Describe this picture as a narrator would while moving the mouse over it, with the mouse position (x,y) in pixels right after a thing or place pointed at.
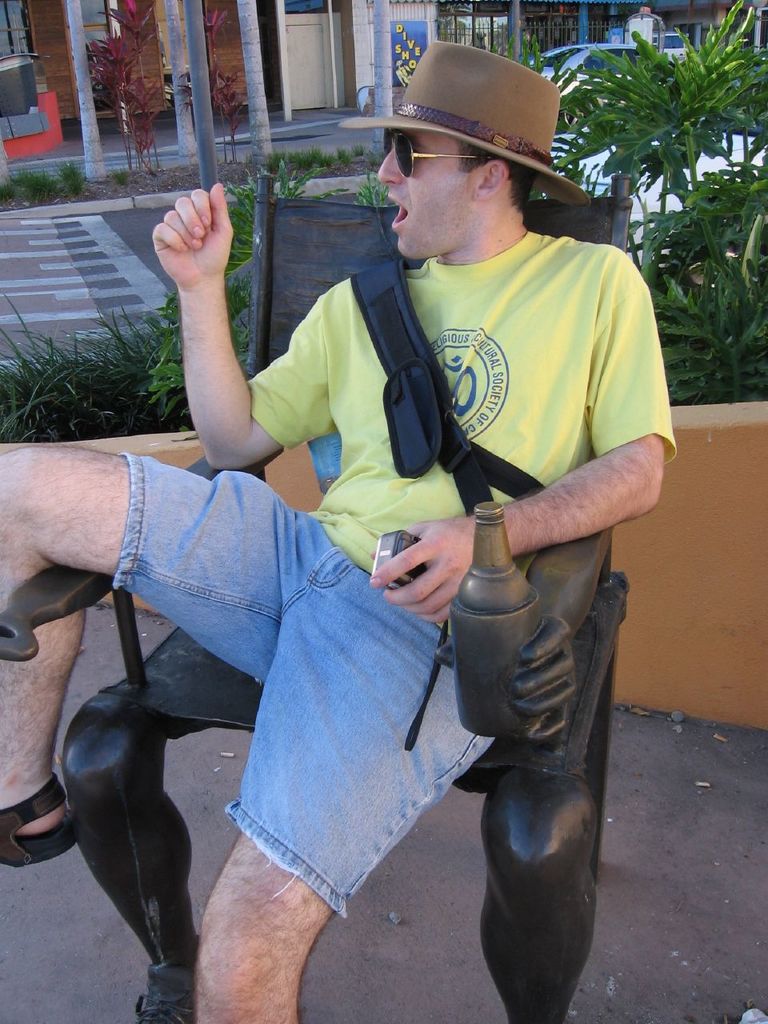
In this image I can see a person (609,509) sitting on the chair (221,680). The person (207,447) is wearing yellow shirt (303,409), blue pant (404,822) holding some object (394,544). Background (682,135) I can see trees (671,181) in green color, few doors (311,52) and few vehicles (742,140).
